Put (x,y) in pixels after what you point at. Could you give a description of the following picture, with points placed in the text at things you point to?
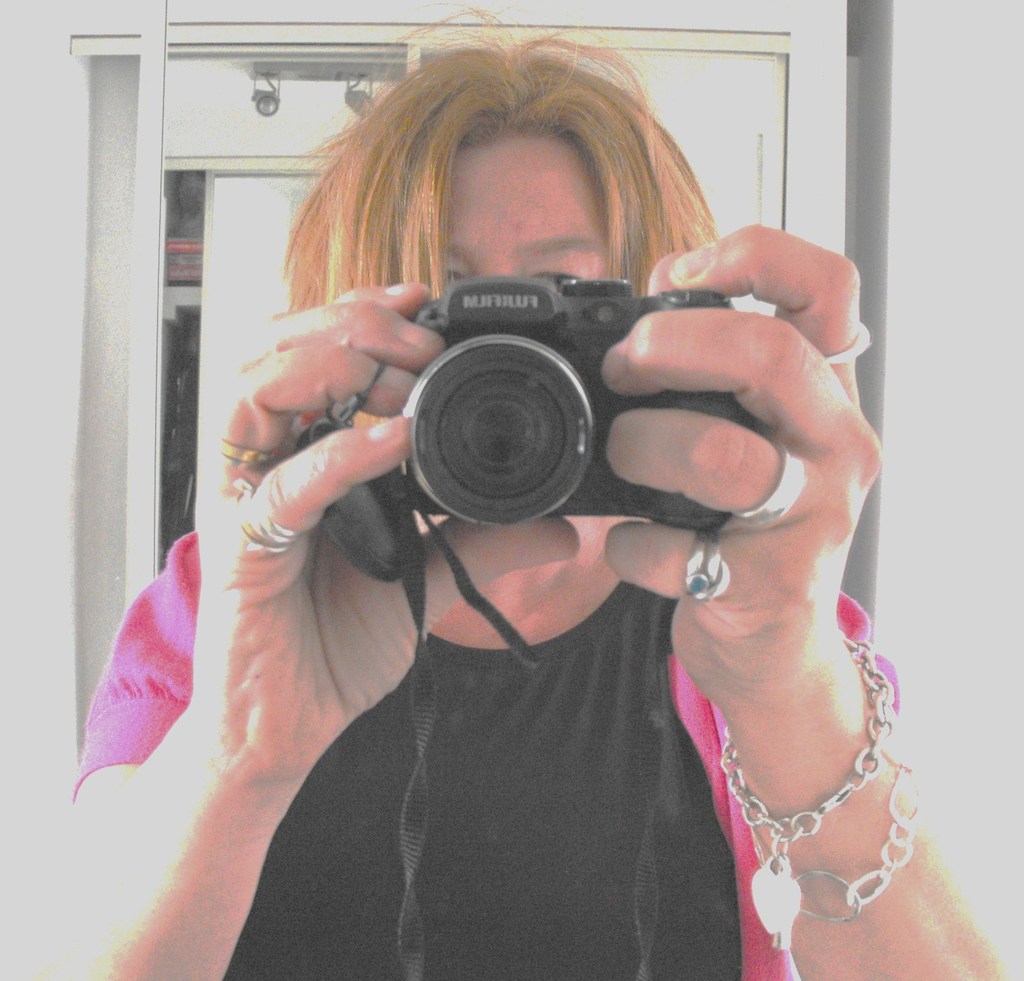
This image consists of a woman (570,98) holding a camera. At the background (232,225) there is a cupboard (250,192) which is made of wooden (134,118) and a wall (27,255).
